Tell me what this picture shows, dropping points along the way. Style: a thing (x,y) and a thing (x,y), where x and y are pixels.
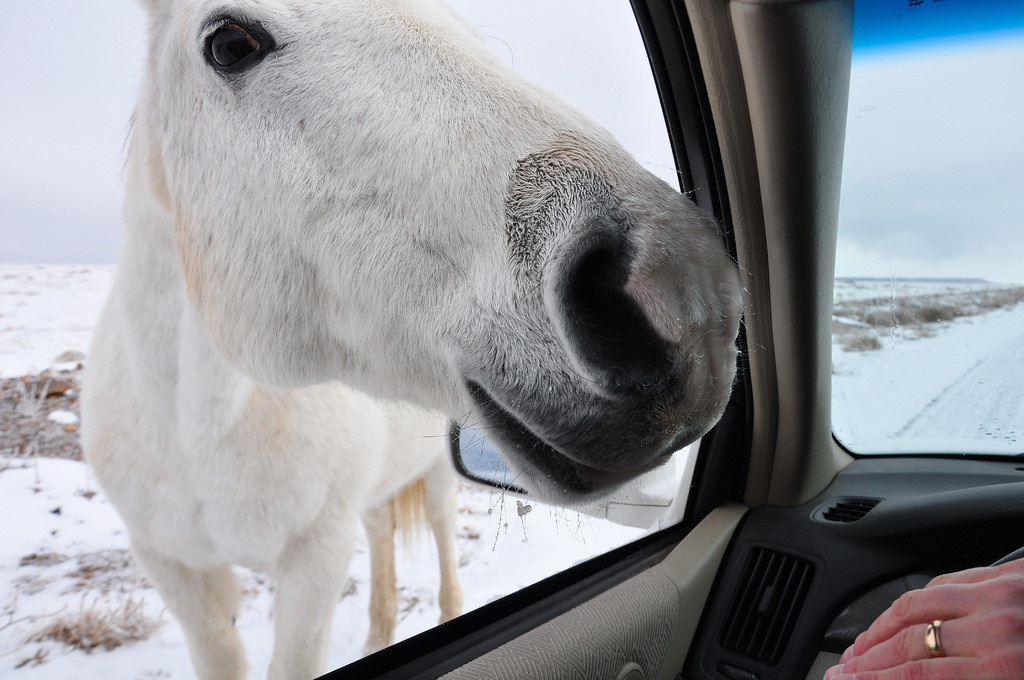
In this image we can see a white color horse (420,400). To the right side of the image (816,302) there is a car (640,511). There is person's hand (892,605). In the background of the image (60,276) there is sky (58,211) and snow (40,296).
